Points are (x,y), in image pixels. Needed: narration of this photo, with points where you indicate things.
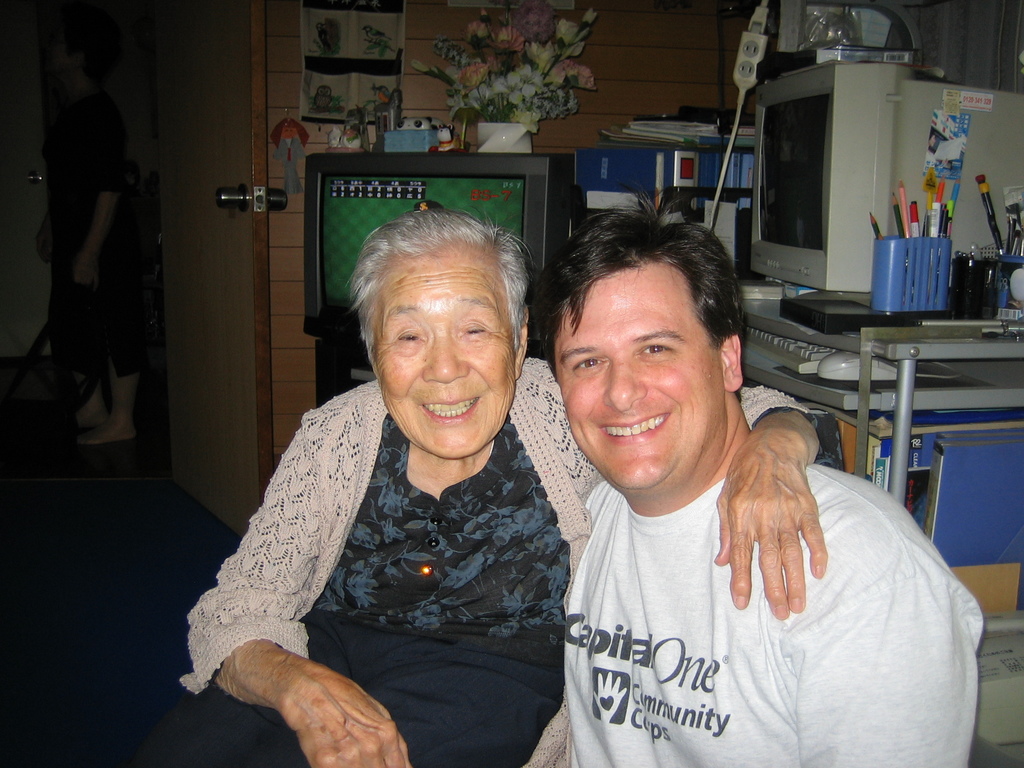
In this image we can see three people (425,570), among them two people (529,510) are sitting and smiling, and one person (128,384) is standing, there are tables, on the tables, we can see television (479,191), monitor (775,119), pencils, pens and some other objects (776,339), on the television (453,172), we can see a flower vase (561,57) and other objects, in the background (596,140) we can see the wall (632,2).
